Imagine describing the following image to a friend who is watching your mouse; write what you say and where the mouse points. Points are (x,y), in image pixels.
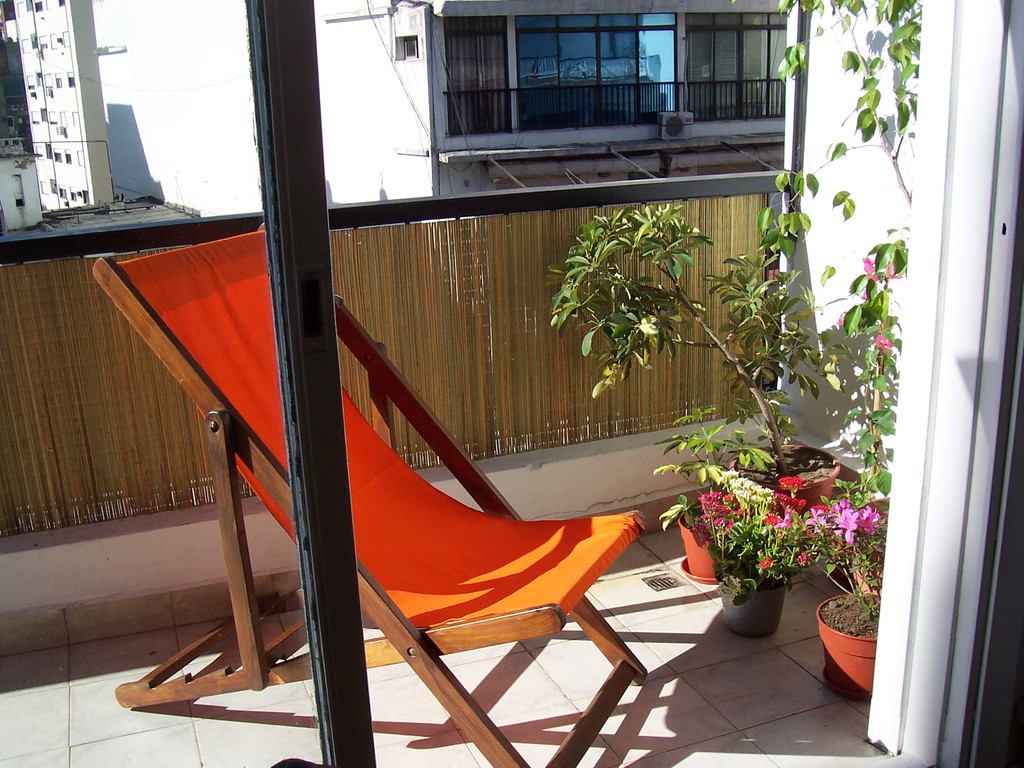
Here we see a chair (273,437) and a pole (290,279) on the floor (281,625) and we have some flower plants (739,498) beside to the chair (460,562) and this is fencing (60,333). And outside we have buildings (399,97).
